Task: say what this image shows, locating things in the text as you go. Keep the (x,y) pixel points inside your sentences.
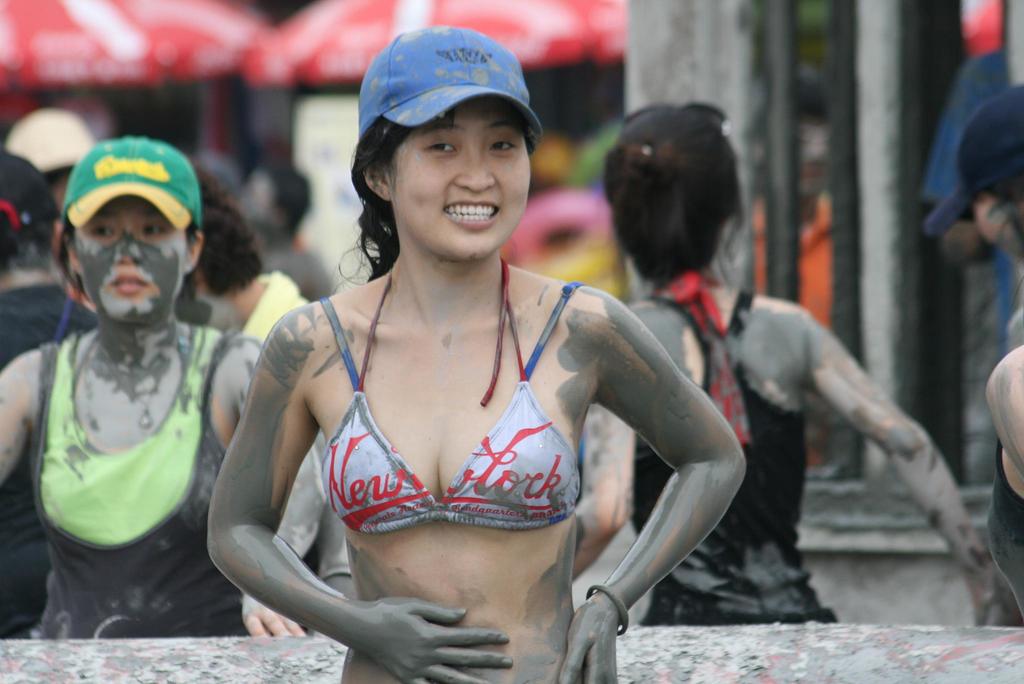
In this image I can see group of people (159,375) standing, in front (498,407) the person (529,419) is wearing white and red color bikini top (520,409). Background (206,25) I can see few umbrellas (334,0) in red and white color and few poles (712,73) in gray and black color.
